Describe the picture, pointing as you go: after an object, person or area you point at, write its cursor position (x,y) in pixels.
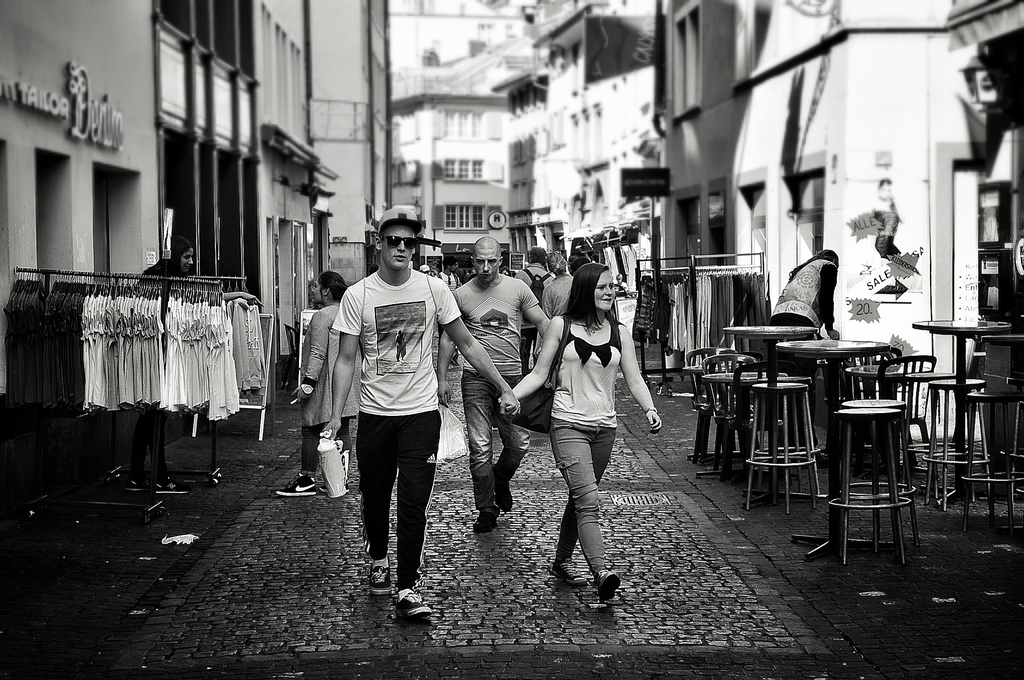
This black and white picture is clicked on a road (690,580). There are people (409,475) walking on the streets (720,572). To the right corner (803,349) there are tables (776,378), chairs (729,371) and stools (857,408). To the left corner (70,347) there are dress (122,355) hung on a rod (166,277). There are buildings (218,183) in the image. To the left corner (69,101) there is text (41,92) on the building (84,116).
